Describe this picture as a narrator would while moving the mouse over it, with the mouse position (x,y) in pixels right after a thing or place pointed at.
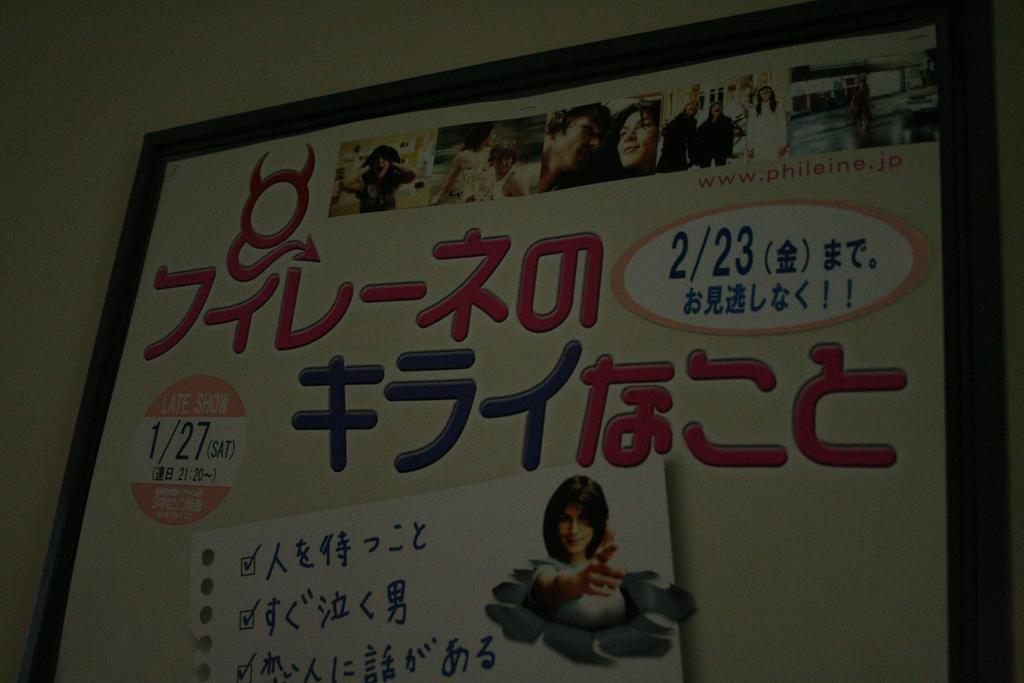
In this image I can see the wall (140,119) and a huge board (535,323) to the wall (66,99). I can see few pictures (566,532) of persons (567,142) and something is written on the board (505,444).
